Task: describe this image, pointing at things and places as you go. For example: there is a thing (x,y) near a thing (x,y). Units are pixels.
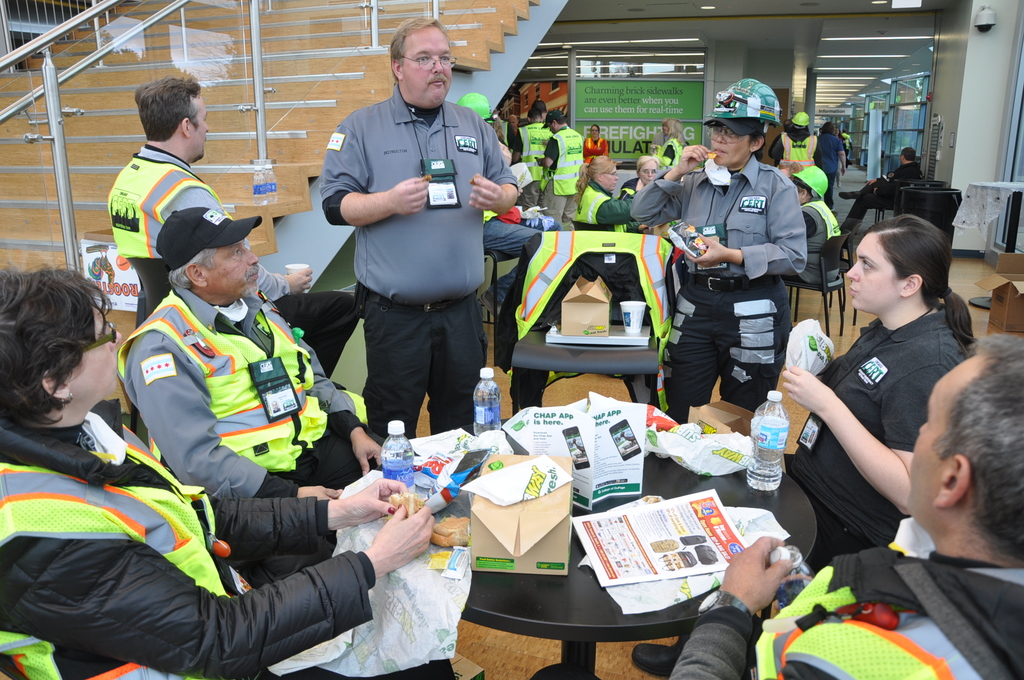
In this image there are four people (278,449) sitting on chairs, in front of them on the table (510,438) there are bottles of water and burgers (444,539), beside them there are two people (379,171) standing, beside them there is a chair (610,346) with a mug (641,318) and a food parcel (600,311), beside the chair (612,299) there is a woman (729,211) standing, eating crisps (698,232), behind them there are a few other people (562,174) standing and sitting in chairs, in the background of the image (289,27) there are stairs (272,100) with metal rod fencing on a glass (284,75) and there is a camera (988,22) on the wall (975,28).
